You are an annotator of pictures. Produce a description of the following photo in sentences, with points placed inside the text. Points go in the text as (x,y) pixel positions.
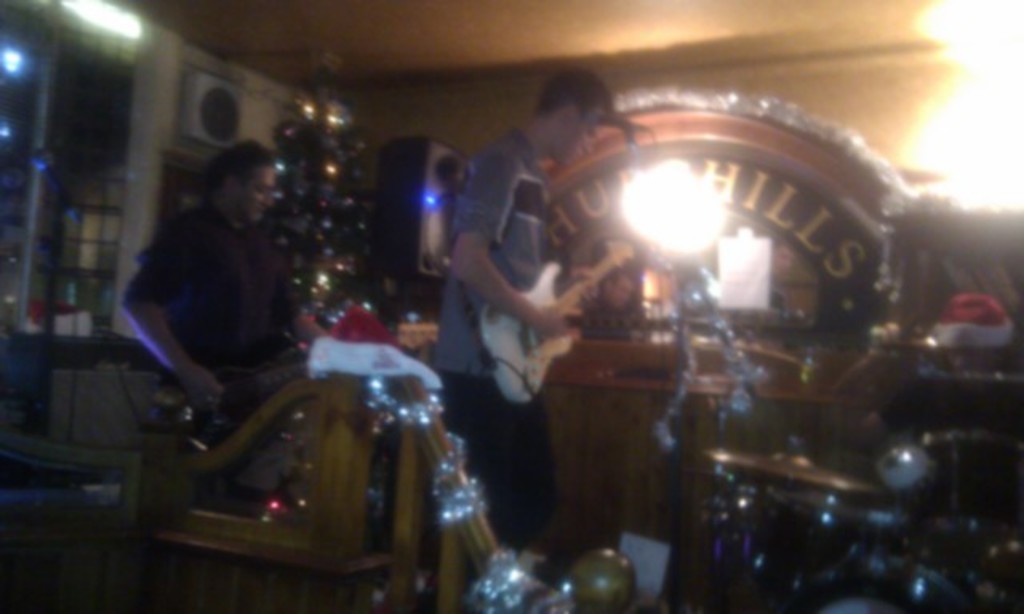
On the left side (287,328), there is a person (223,360) playing a musical instrument (509,372). Beside them, there is a wooden fence (365,440). On the right side (912,570), there is a musical instrument (919,588). In the middle of this image (674,224), there is a light (701,208) arranged. In the background (302,107), there is a Christmas tree (347,119), there are lights (12,64) arranged, there is a hoarding (703,145), there are speakers (444,170), there is a window (58,147) and there are other objects (193,96).
